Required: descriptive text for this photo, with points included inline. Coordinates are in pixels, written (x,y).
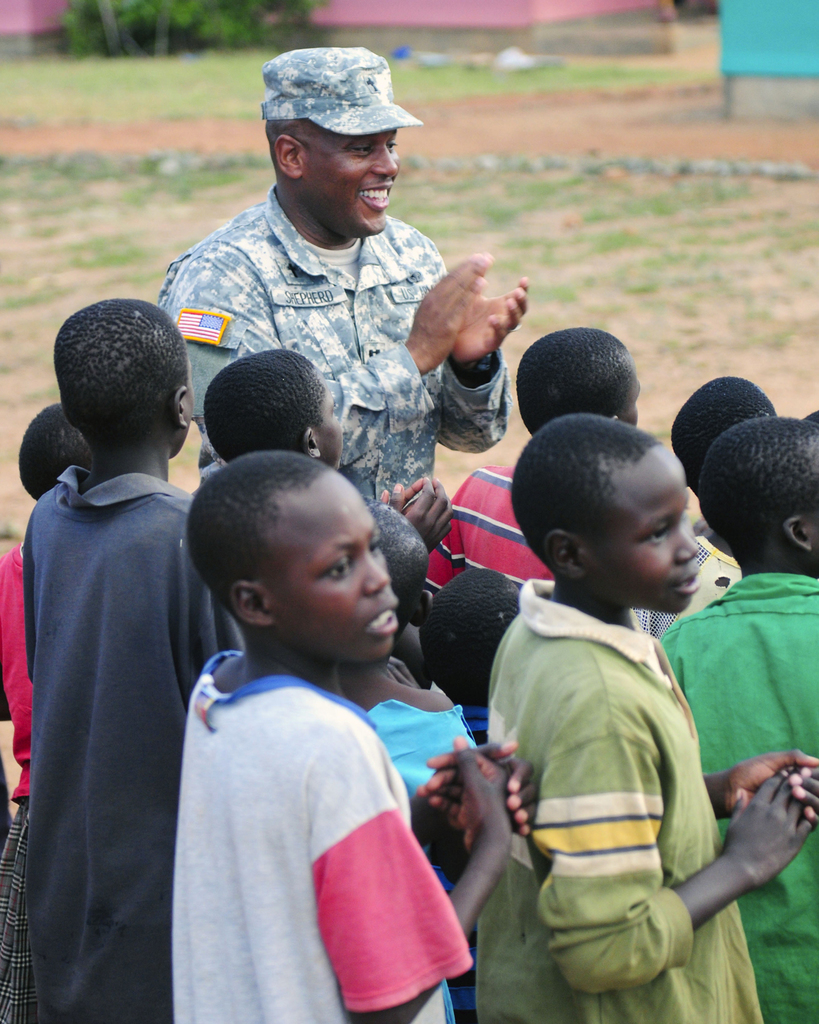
In this image we can see a few people (323,672) standing on the ground (511,143), there are some stones (658,163), grass (497,209), trees (207,3) and the wall (586,35), also we can see some other objects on the ground (515,97).
